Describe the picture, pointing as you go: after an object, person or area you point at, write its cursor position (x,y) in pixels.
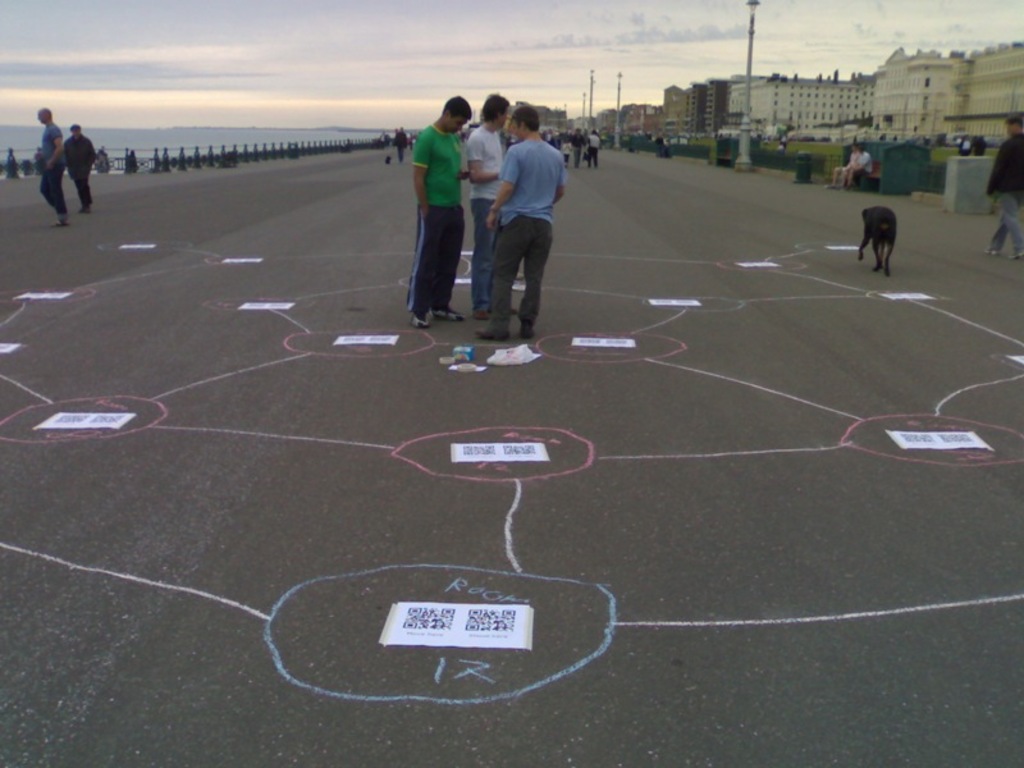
In this image we can see a group of people (473,271) standing on the floor (478,421). On the right side (881,221) we can see a dog (878,238) and two people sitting on a bench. We can also see a barricade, fence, some poles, a group of buildings (784,111), a water body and the sky (547,28) which looks cloudy.
